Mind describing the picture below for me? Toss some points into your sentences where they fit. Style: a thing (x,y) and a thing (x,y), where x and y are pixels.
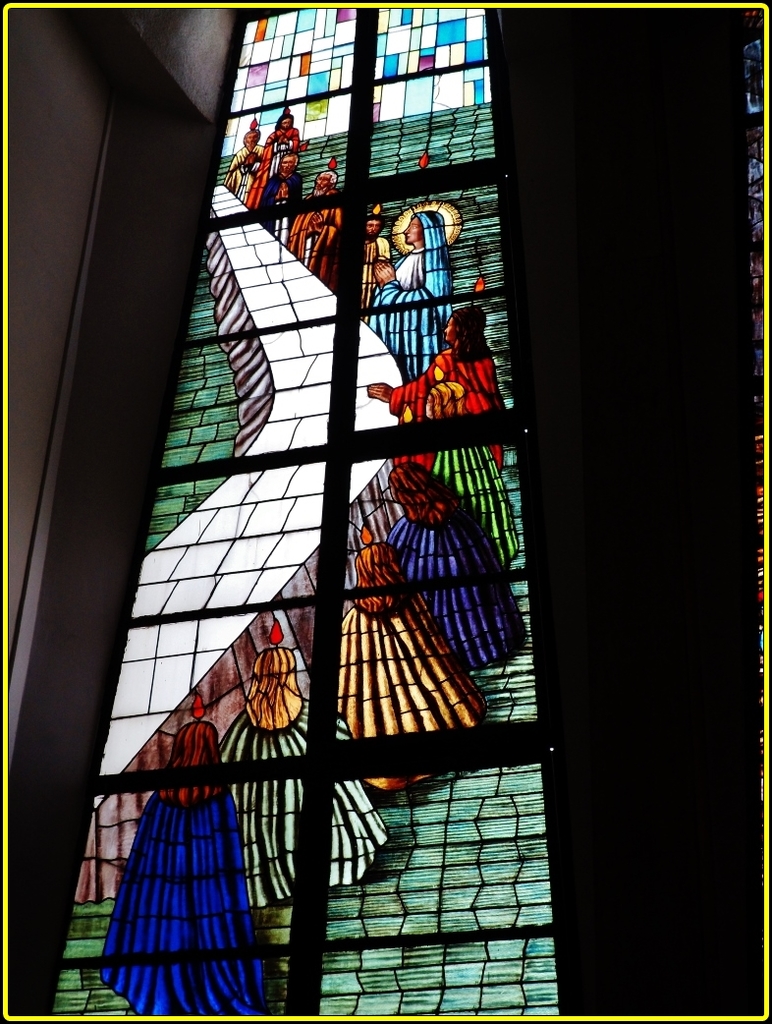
This image looks like a glass (209,501). There is painting (364,530) done on glass (264,382).
